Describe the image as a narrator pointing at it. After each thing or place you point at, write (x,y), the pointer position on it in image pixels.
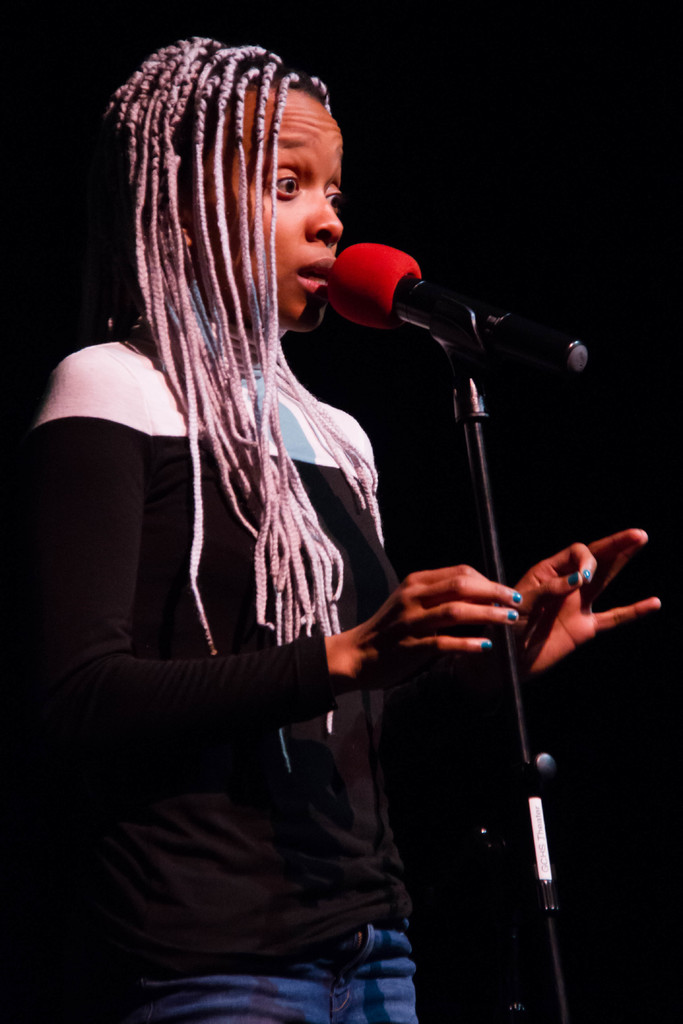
On the left side of this image (181,608) I can see a woman (192,657) wearing black color t-shirt (167,732), standing facing towards the right side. In front of her there is a mike stand (450,310). It seems like she's singing. The background (540,151) is in black color.
